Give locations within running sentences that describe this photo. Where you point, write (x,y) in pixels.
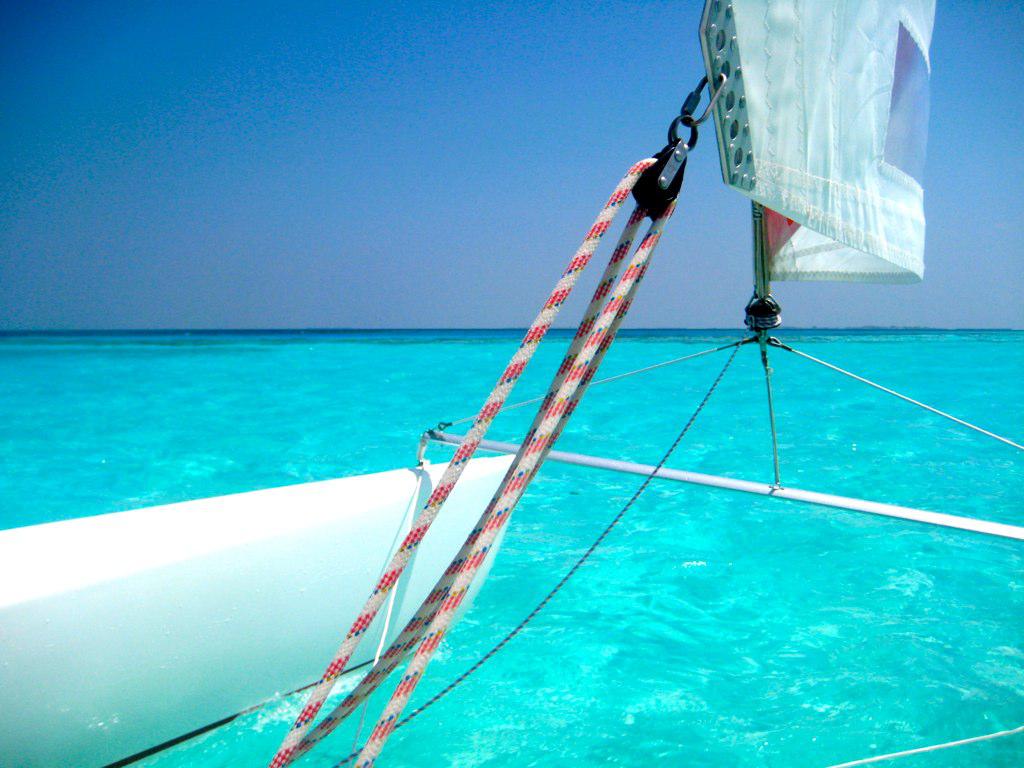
In this image we can see truncated image of a boat (171,610) in the water (427,678). At the top (427,125) we can see the sky (378,171).
